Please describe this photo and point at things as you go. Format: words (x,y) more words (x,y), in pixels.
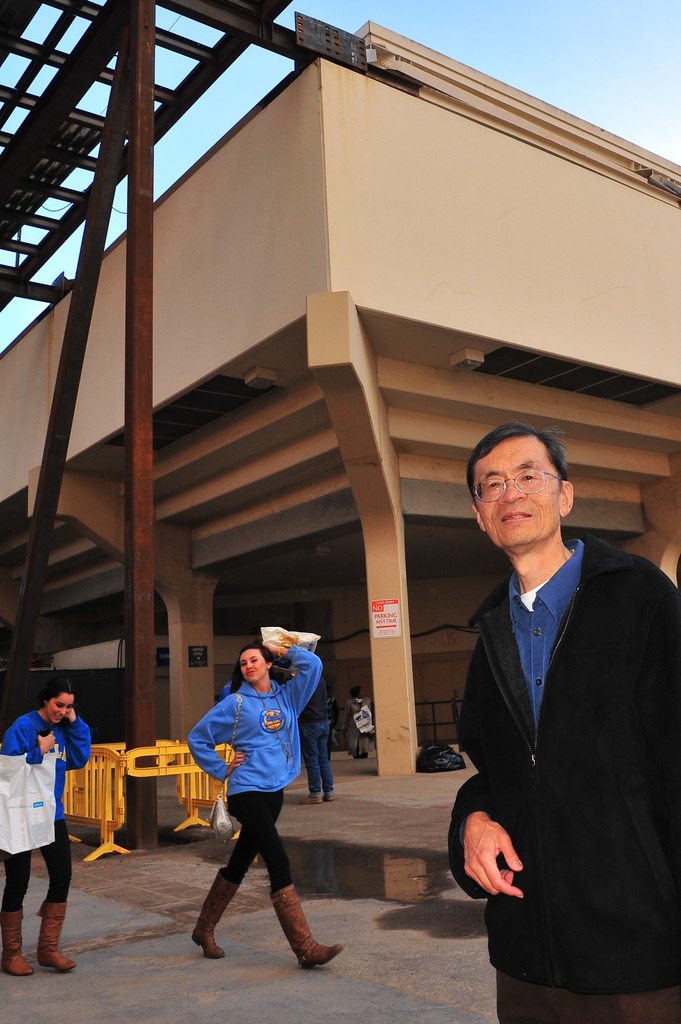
In this image, at the right side (663,1020) there is an old man (568,617) standing and he is wearing a black color jacket (513,778), he is wearing specs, at the middle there is a girl (251,813) walking, at the left side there is a girl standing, at the top (593,46) there is a blue color sky (511,46).
